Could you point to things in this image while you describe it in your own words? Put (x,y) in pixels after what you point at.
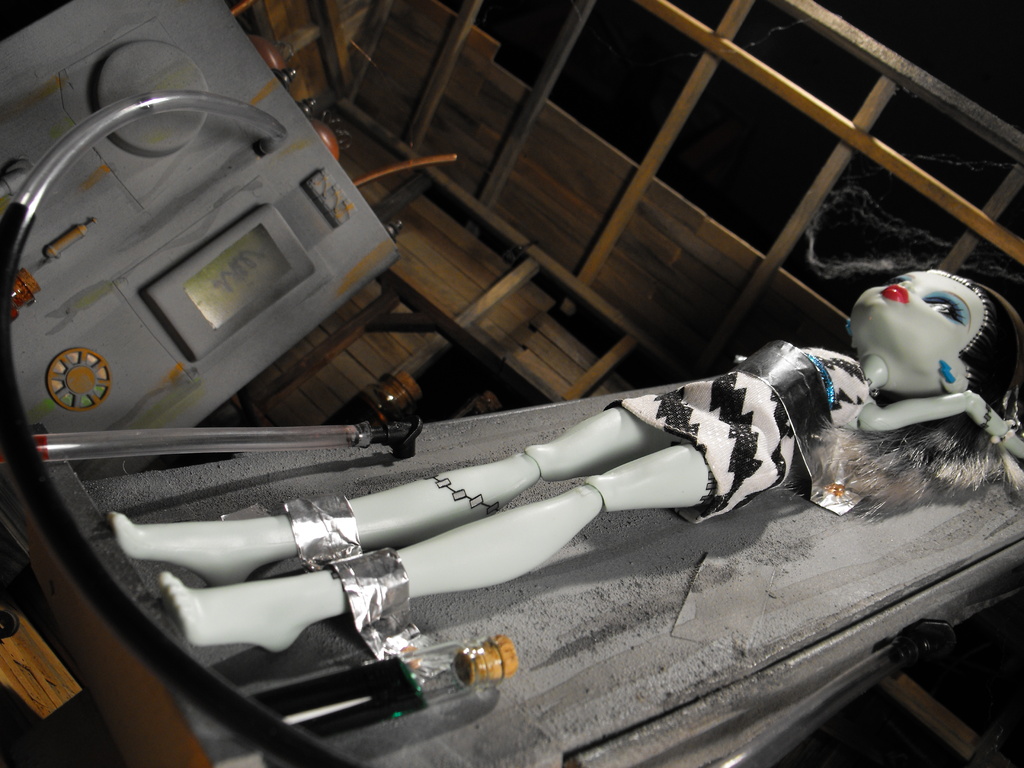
This image is taken inside of a toy house (962,217) where there is a doll (921,377) lying on a bed (671,638) like an object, tied her legs (150,538) and waist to the bed (685,640). There is a bottle (420,652) on the bottom (387,661). In the background (289,298), there is an equipment (246,179), a pipe (221,100) and a wooden wall (525,244).
